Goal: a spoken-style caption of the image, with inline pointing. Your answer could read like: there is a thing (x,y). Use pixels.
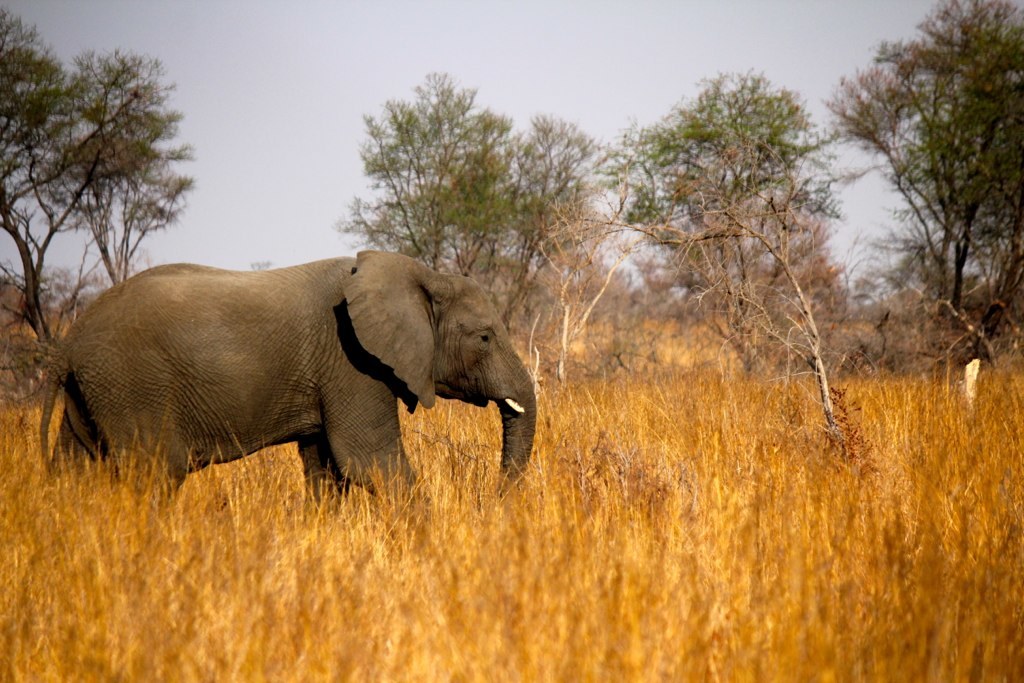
In this image I see an elephant (54,391), which is standing and it is in the grass (57,658). In the background (945,339) I see trees (28,290) and blue sky (239,160).
